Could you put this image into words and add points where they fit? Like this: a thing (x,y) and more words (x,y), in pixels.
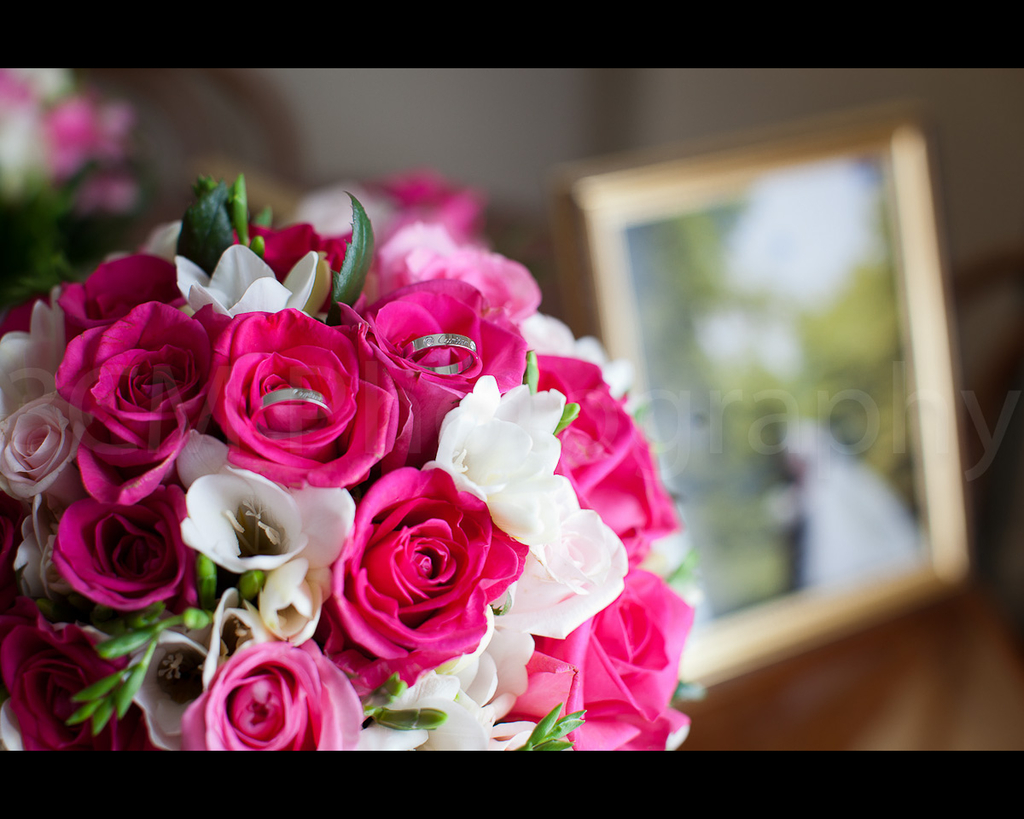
In this image I can see a flower bouquet (299,509) in the front (621,446). There is a photo frame (737,210) at the back (735,213) and the background (719,415) is blurred.
